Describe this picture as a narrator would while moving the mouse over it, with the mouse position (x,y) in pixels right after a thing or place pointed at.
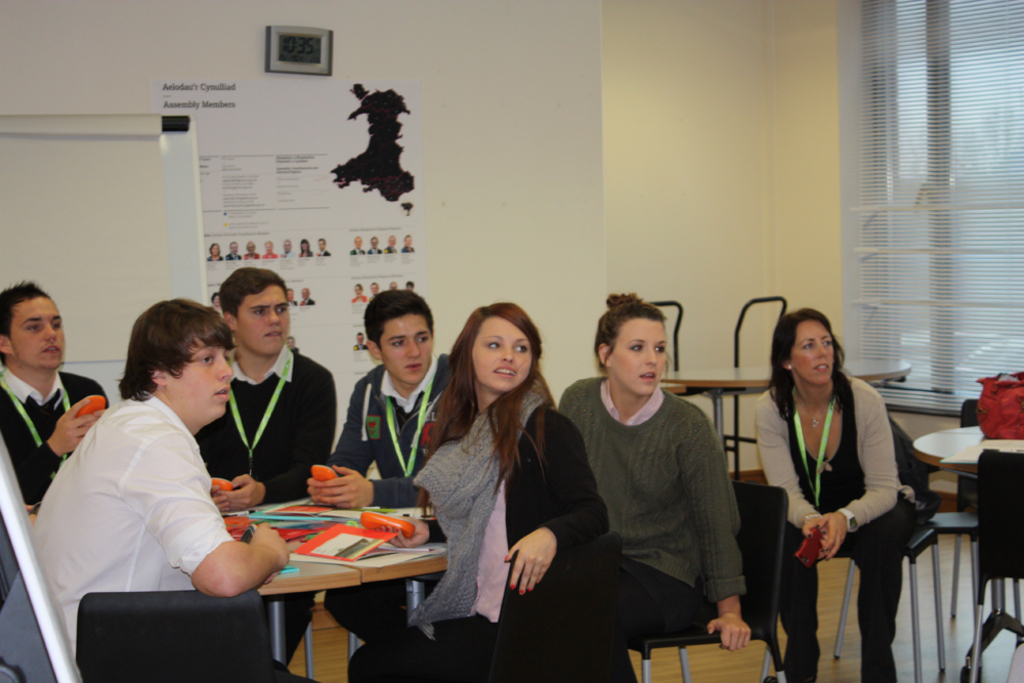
In this image I can see group of people (512,439) sitting on the chairs (753,594). Few (538,404) are in front of the table (422,568). On the table (347,572) there are books (372,538). And people (294,490) are holding orange color object (313,475). One person (462,465) is wearing the grey color scarf (474,479). In the back (304,129) there is a board (126,217) and paper (282,182) is attached to the wall (489,164).
